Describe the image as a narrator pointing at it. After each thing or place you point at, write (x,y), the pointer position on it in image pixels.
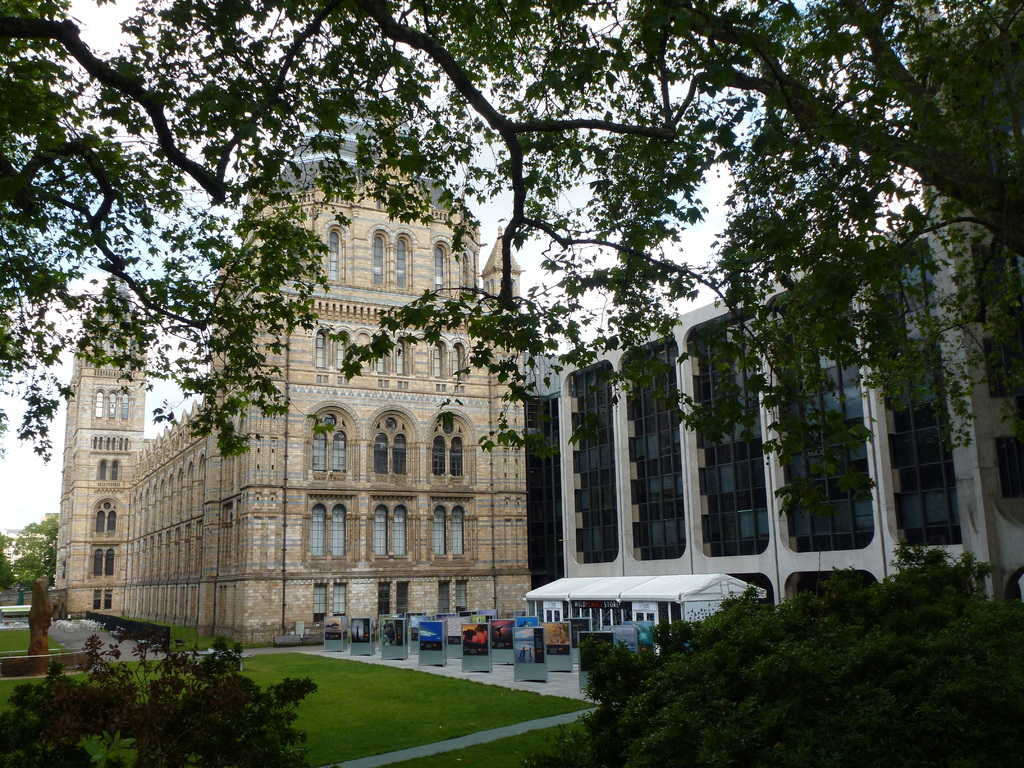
In this image we can see buildings (453,550), shed (619,606), advertisements (459,657), trees (73,139), grass (327,715), windows (461,461) and sky (698,243).
